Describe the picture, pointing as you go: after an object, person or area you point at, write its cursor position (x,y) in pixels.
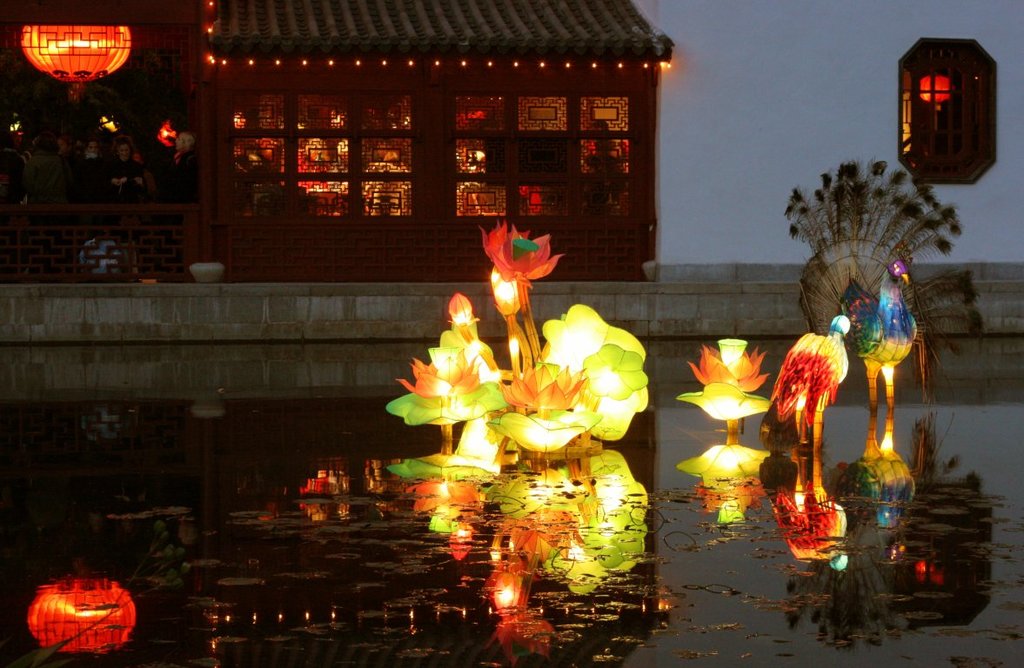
In the picture I can see light decoration items (886,385), I can see the water (363,416), the wall (698,312) and house (545,53) in the background (402,239).
